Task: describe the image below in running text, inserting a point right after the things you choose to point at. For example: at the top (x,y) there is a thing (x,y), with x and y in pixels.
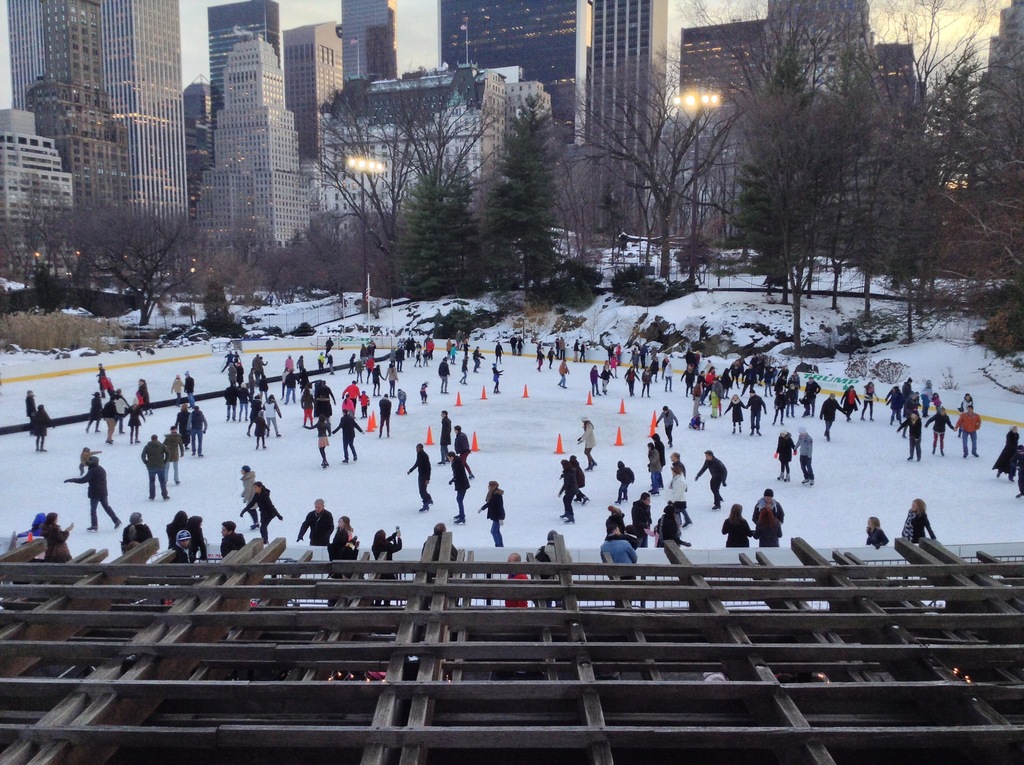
In this image there is the sky (302,12) towards the top of the image (308,1), there are buildings (587,116) towards the top of the image (646,159), there are trees (489,216), there is ice (411,385), there are objects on the ice (534,405), there are group of persons (570,465), there are poles (365,237), there are lights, there is a wooden object (429,668) towards the bottom of the image (523,629).
